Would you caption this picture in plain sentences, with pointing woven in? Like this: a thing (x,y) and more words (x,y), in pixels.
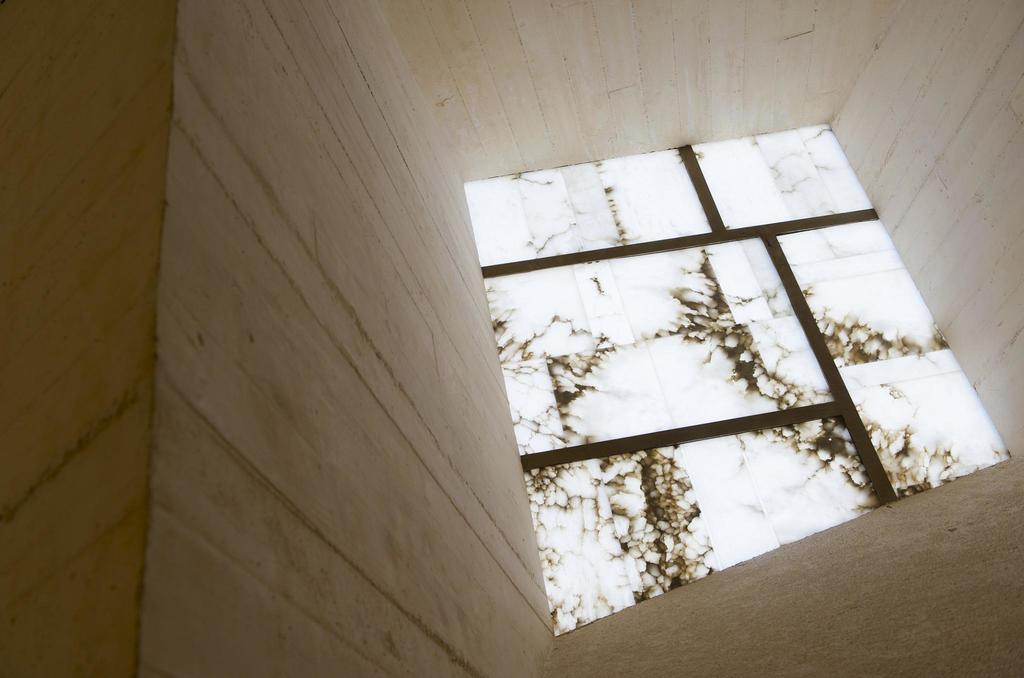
On the left side (285,299) this is the wall (328,520), in the middle (663,349) this is a glass window (805,405).
